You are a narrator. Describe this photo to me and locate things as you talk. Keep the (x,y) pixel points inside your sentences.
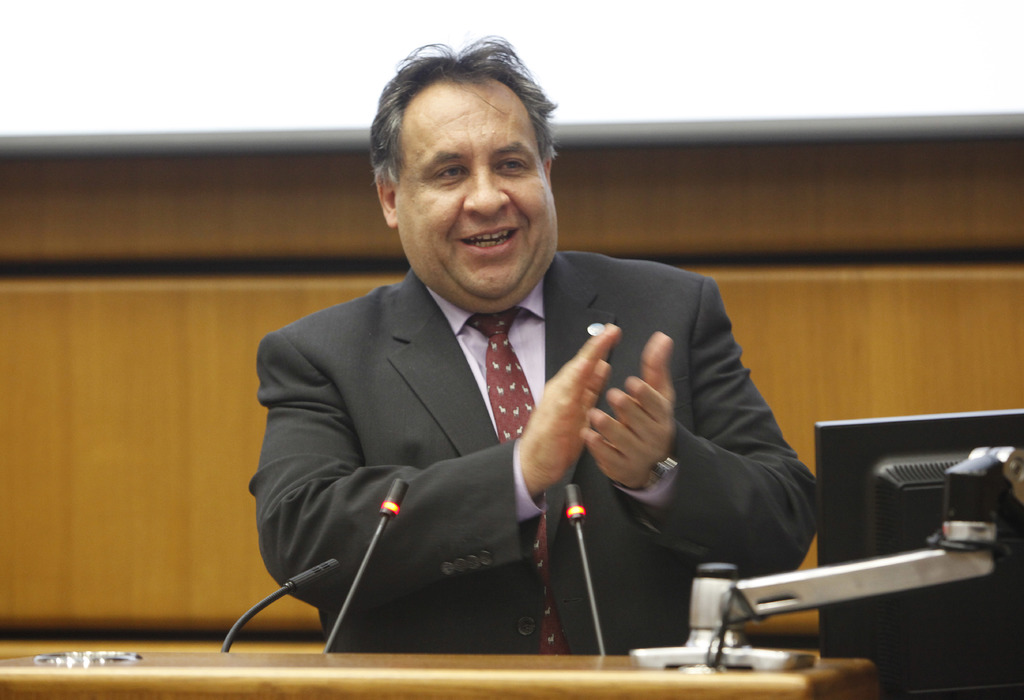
In the center of the image (380,390) we can see a man (555,336) is standing and clapping and wearing a suit (485,415), tie (525,413). In-front of him we can see a table (489,675). On the table (263,693) we can see the mics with stands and objects (756,599). In the bottom right corner (869,529) we can see a screen (998,601). In the background of the image (347,233) we can see the wood (920,270).
